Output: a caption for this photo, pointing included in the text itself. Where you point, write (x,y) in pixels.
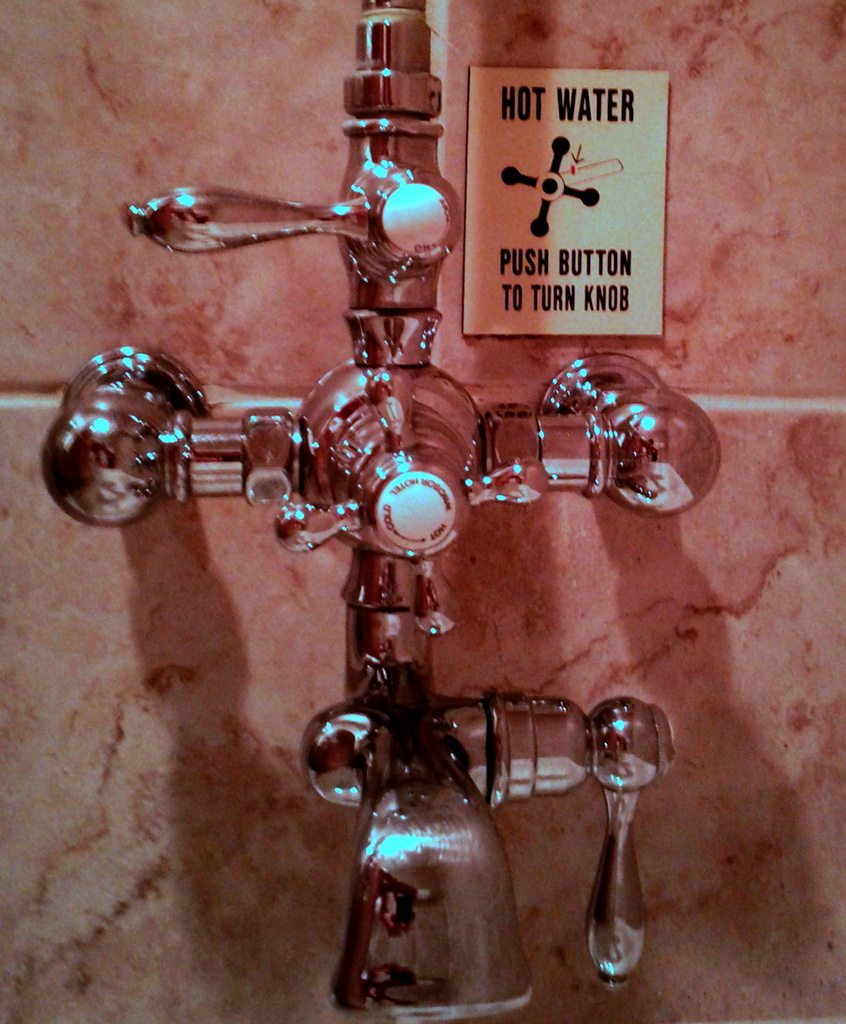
In this image I can see the brown colored wall (679,626) and to it I can see the metal taps (419,665) and a board (553,219) which is white and black in color.
